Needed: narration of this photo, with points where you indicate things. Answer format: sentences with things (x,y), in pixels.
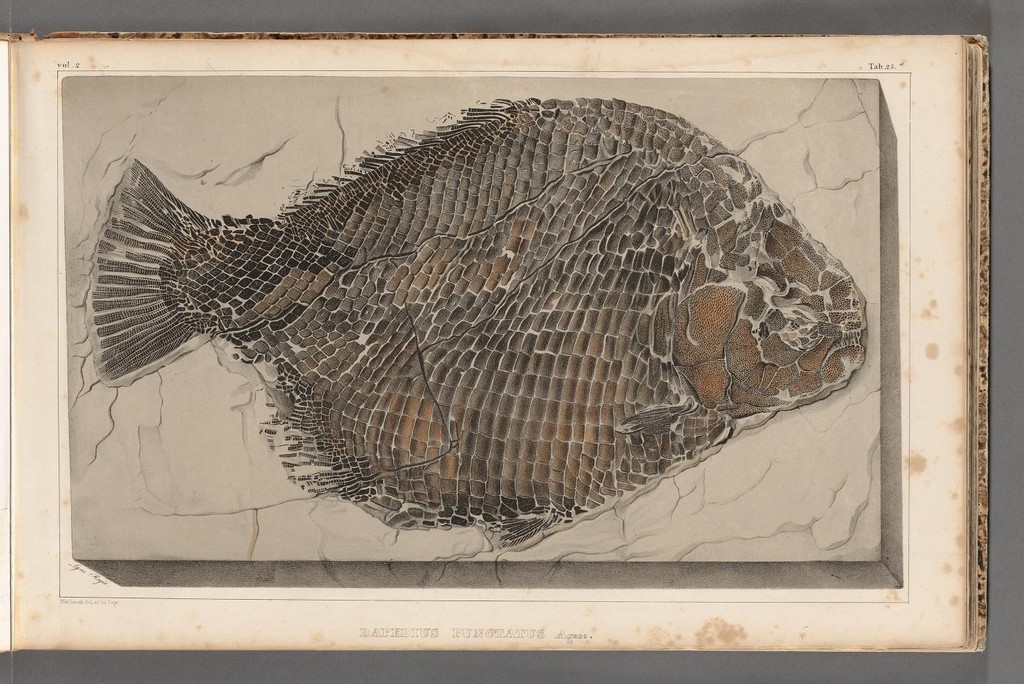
In this image I can see a fish (422,316) which is in black, brown and grey color. Background (921,137) is in cream and white color.
